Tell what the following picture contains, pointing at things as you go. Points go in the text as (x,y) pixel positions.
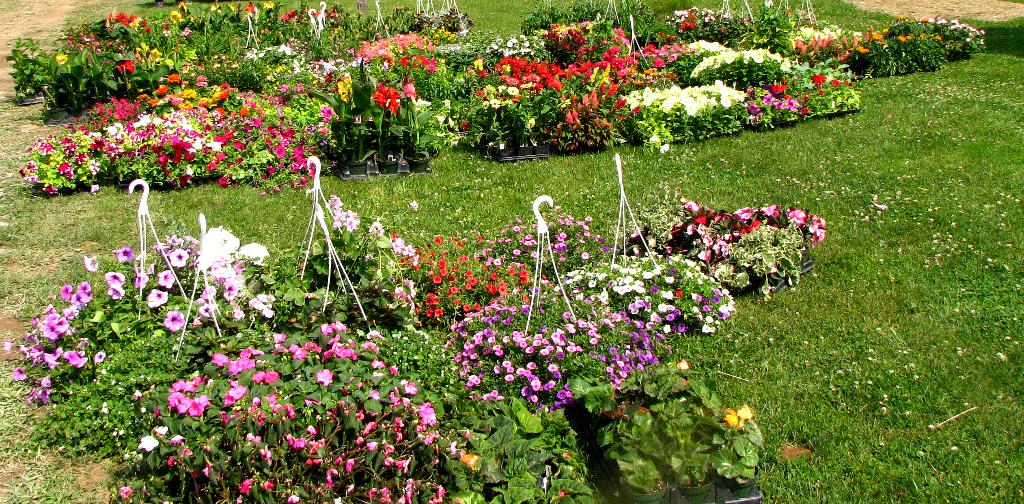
In the image we can see some plants (105,439), flowers (198,483) and grass (1001,493).
